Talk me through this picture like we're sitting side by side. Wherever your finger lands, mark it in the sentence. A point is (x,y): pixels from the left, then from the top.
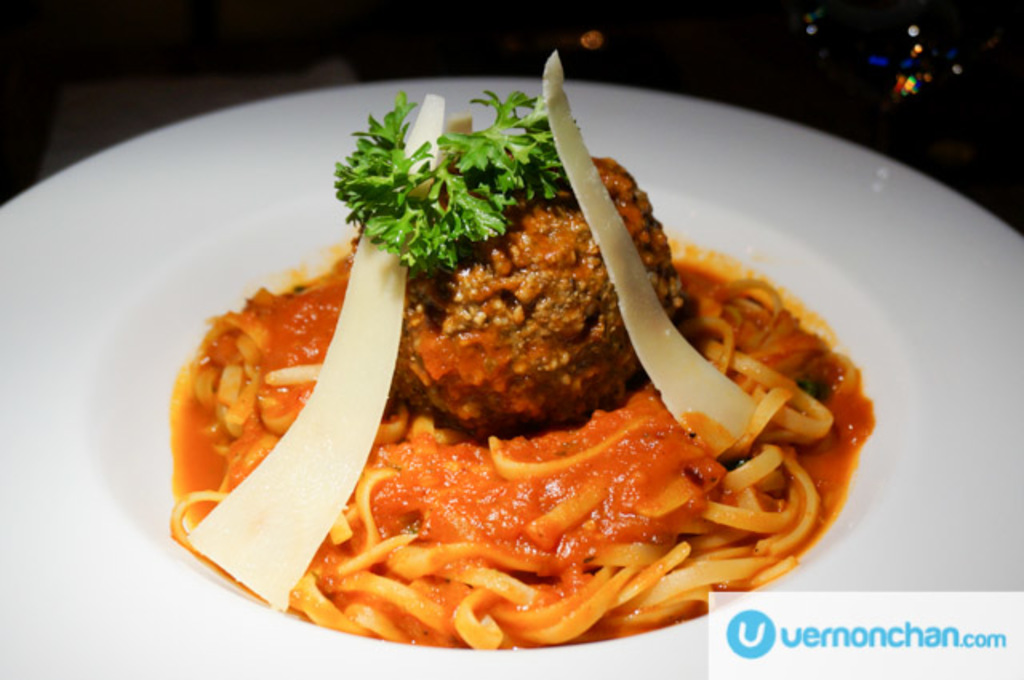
In this image I can see the food (389,351) in the plate (881,522) and the food (529,494) is in orange, brown, green and white color and the plate (144,449) is in white color.
